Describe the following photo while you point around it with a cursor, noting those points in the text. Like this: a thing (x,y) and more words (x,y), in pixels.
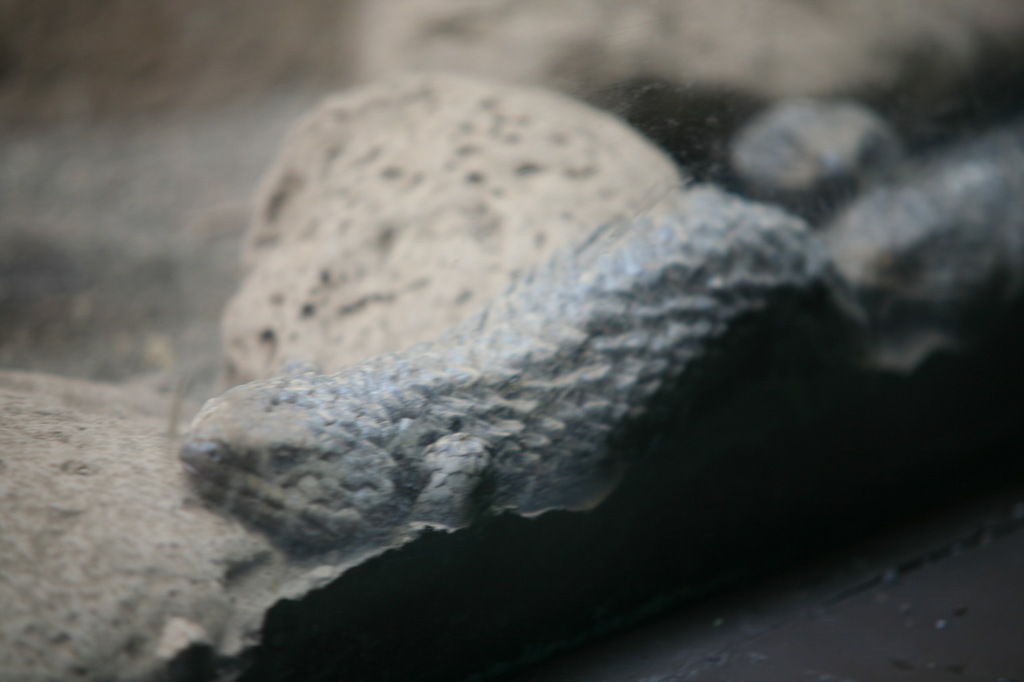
In this image, we can see a reptile (553,374). Background (170,263) it is a blur view.
